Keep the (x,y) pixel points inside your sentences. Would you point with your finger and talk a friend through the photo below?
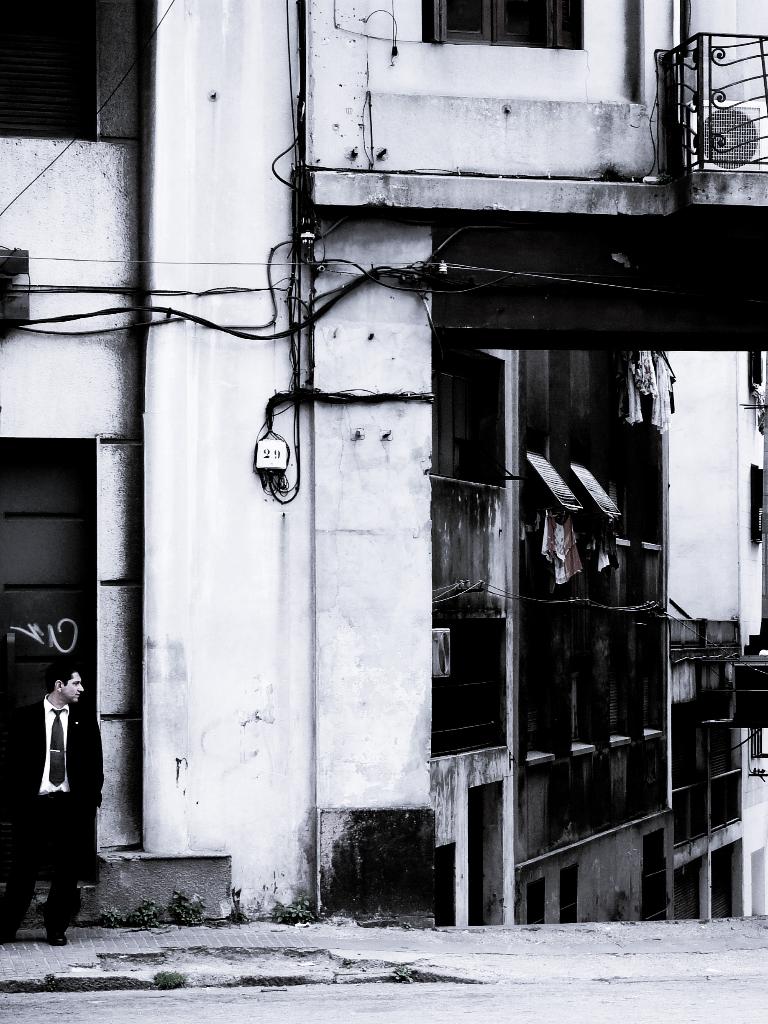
In the foreground (326,661) I can see a person (67,882) is standing on the road (228,930), windows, buildings (346,736) and wires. This image is taken during a day.
